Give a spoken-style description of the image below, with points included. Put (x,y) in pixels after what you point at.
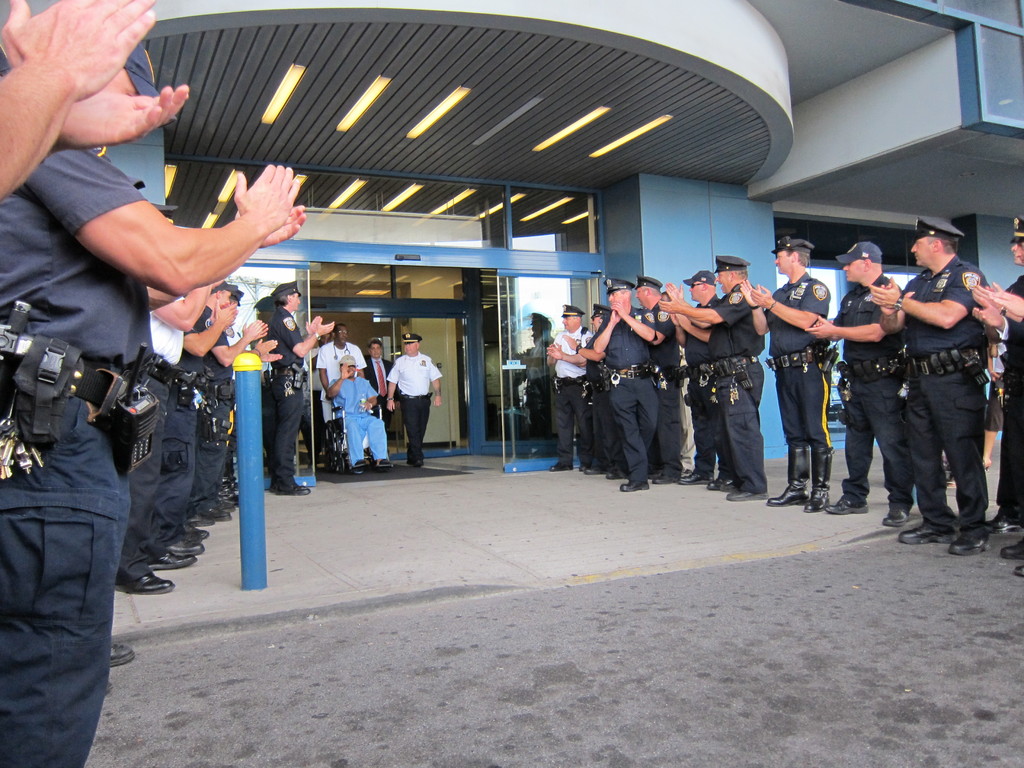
On the left side (108,427), there are persons (113,419) in uniforms (97,214), standing and clapping. Beside them, there is a blue color pole (244,500) on a footpath (280,530). In the middle of this image (378,429), there is a person (349,365) in a blue color dress (378,448), sitting on a wheelchair (334,456), showing a hand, holding a bottle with a hand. Back to him, there is a person (341,338) in white color dress (319,360), holding that wheel chair (338,442). Beside him, there are other persons (410,364) walking. On the right side (699,292), there are persons (1013,325) in uniforms (1013,485), standing and clapping. Above them, there are lights (605,150) attached to the roof (402,161) of a building (484,159) which is having glass doors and windows (576,222).
